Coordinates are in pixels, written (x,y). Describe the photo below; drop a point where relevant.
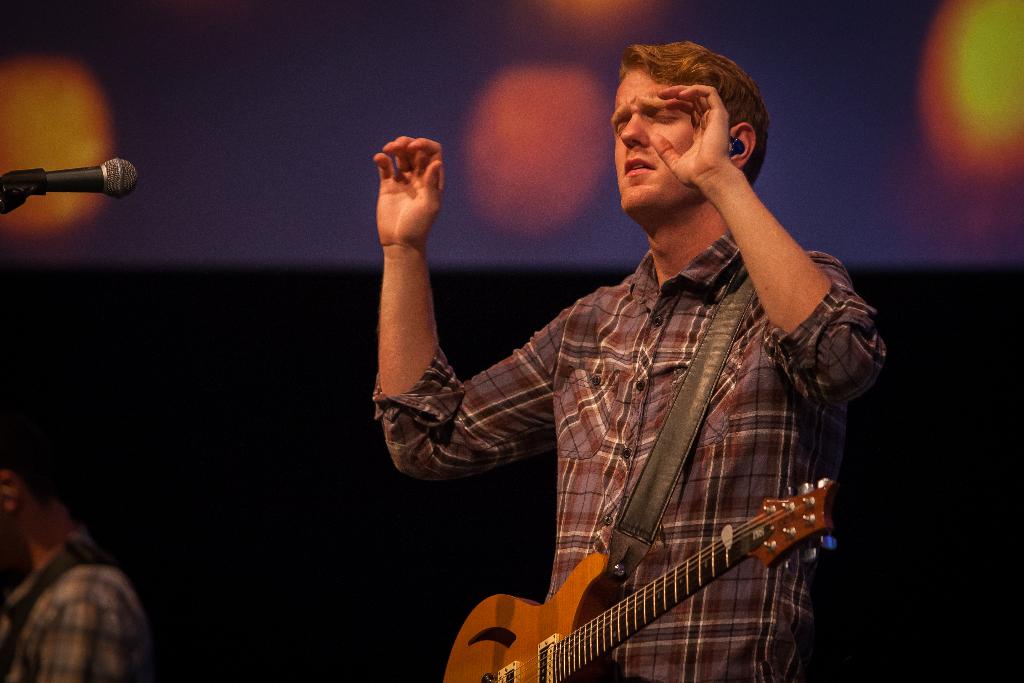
A man (567,482) is standing on him there is a guitar (534,620), in front of him there is a microphone (52,180), beside to him there is a person (57,592).
